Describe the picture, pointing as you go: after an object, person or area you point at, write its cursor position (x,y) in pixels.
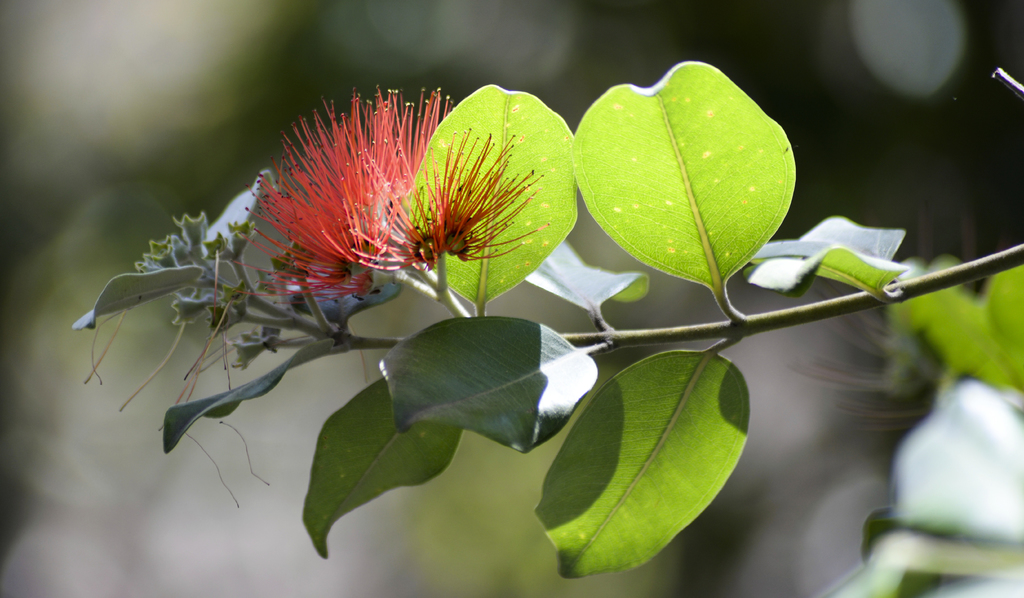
In this image there is a plant (813,311), for that plant (459,267) there are flower (326,222), in the background (822,84) it is blurred.
